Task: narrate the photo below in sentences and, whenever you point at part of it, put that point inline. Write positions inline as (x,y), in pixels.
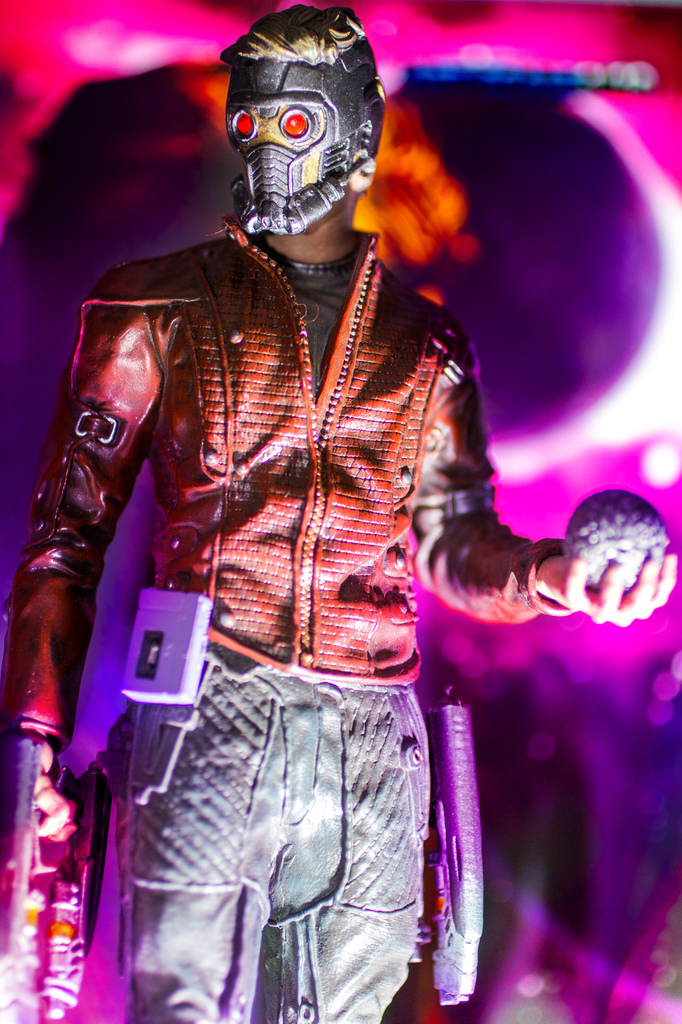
The picture consists of a person (453,401), he is holding few objects (598,568) in his hand (564,570). The person (313,176) is wearing mask (279,131). The background (634,249) is blurred.
